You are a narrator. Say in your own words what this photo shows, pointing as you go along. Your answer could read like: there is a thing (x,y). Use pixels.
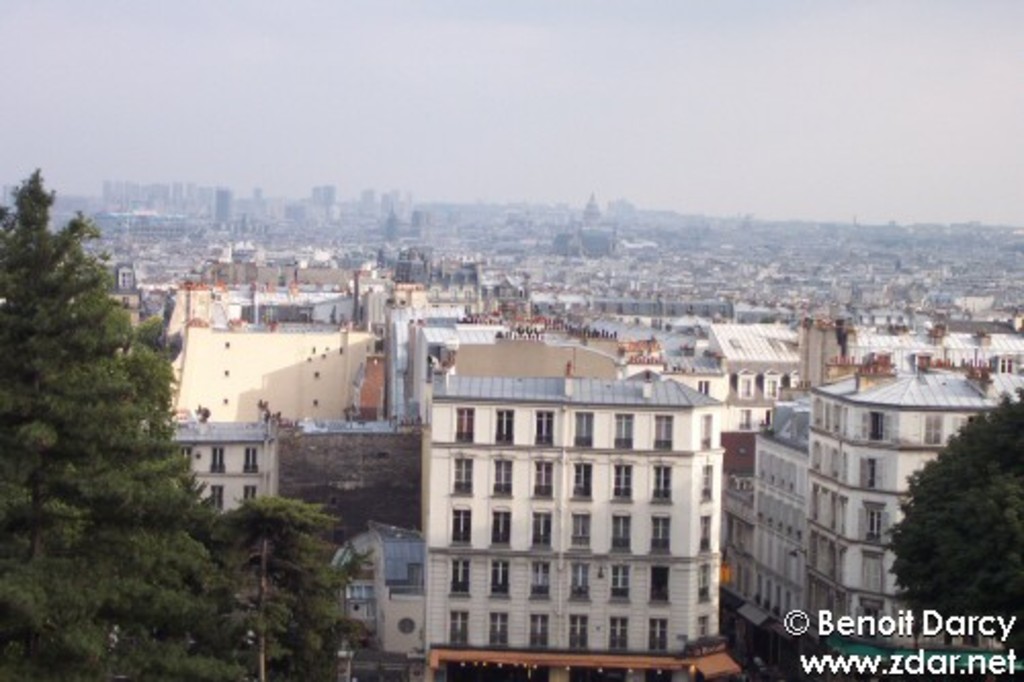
In this picture we can see many buildings (566,463) and skyscraper (259,201). On the left (127,542) we can see the trees (110,507). At the bottom right corner (995,622) there is a watermark (961,615). At the top (647,65) we can see sky (564,42) and clouds (569,48).
